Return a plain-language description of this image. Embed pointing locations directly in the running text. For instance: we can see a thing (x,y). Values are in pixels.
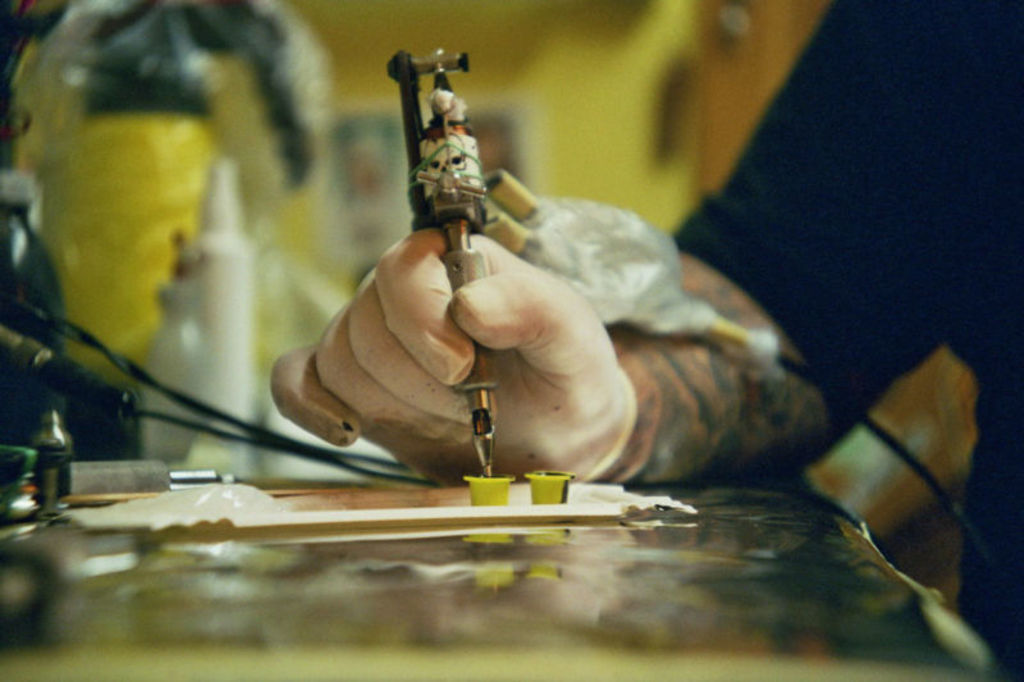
In this image we can see a person's hand (526,420) holding an object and working on some other object (589,516) on the table (382,546), there we can also see few cables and some other objects (215,383) on the table (575,600).
